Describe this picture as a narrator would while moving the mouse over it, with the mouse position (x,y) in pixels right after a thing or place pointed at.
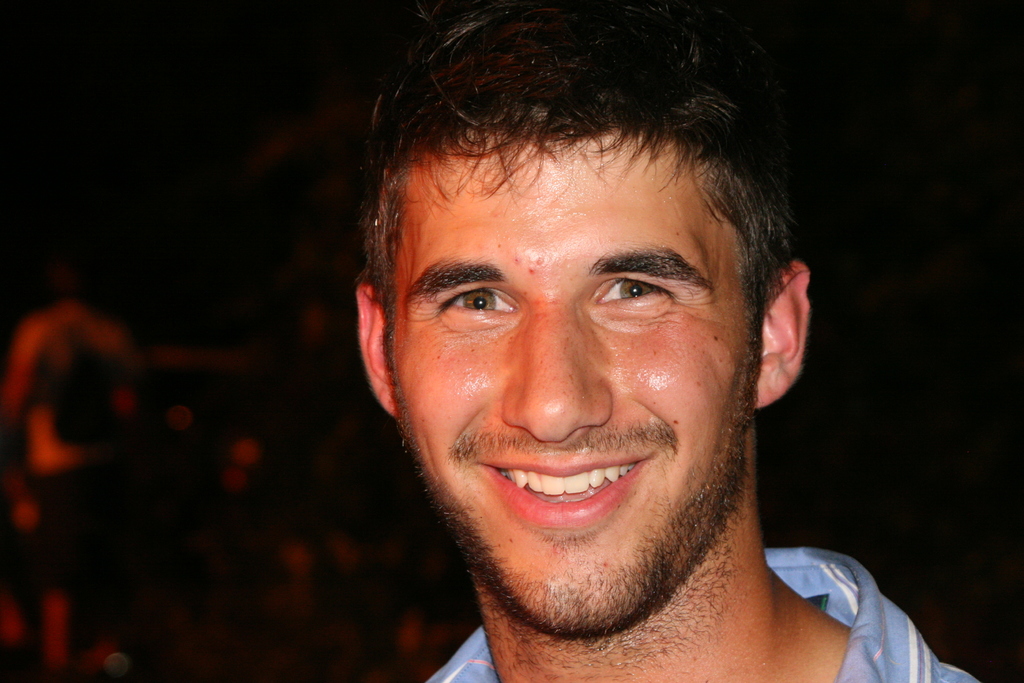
In the foreground of this image (530,562), there is man (558,558) wearing blue shirt (840,601) and having smile (541,509) on his face (579,478) and the background is dark.
